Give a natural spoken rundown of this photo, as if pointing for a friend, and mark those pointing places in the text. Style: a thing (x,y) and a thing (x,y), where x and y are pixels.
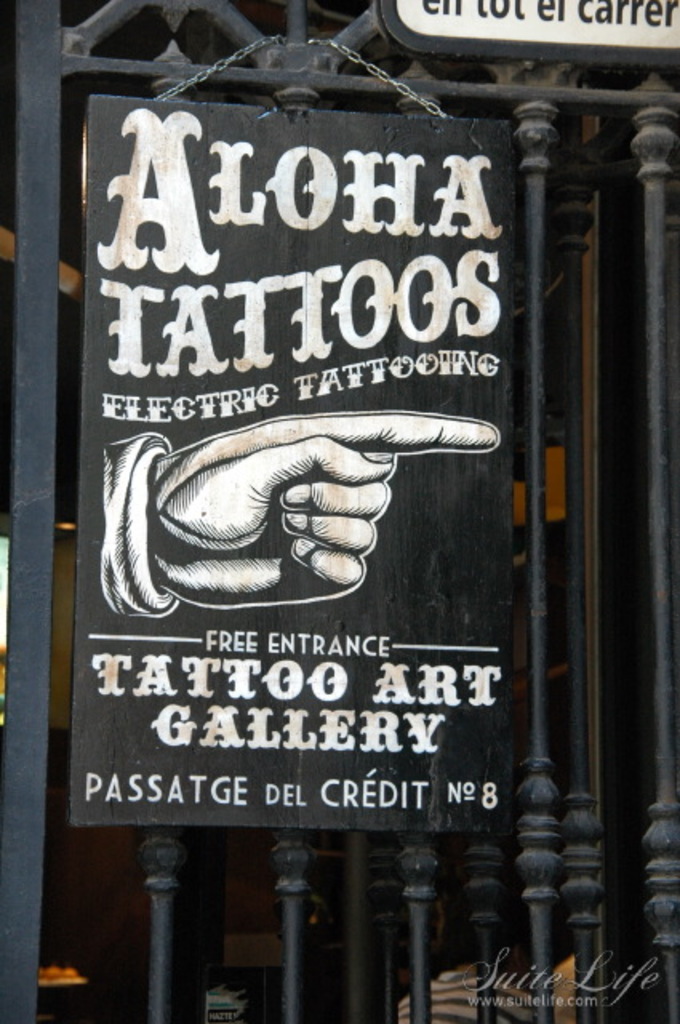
In this picture there is a black wooden board (350,258) on the steel gate (541,768). In that board (504,410) we can see a person's hand (256,524) and quotations (250,396). In the bottom right corner (527,964) there is a watermark (539,959). In the background (194,913) we can see the building (358,906).
